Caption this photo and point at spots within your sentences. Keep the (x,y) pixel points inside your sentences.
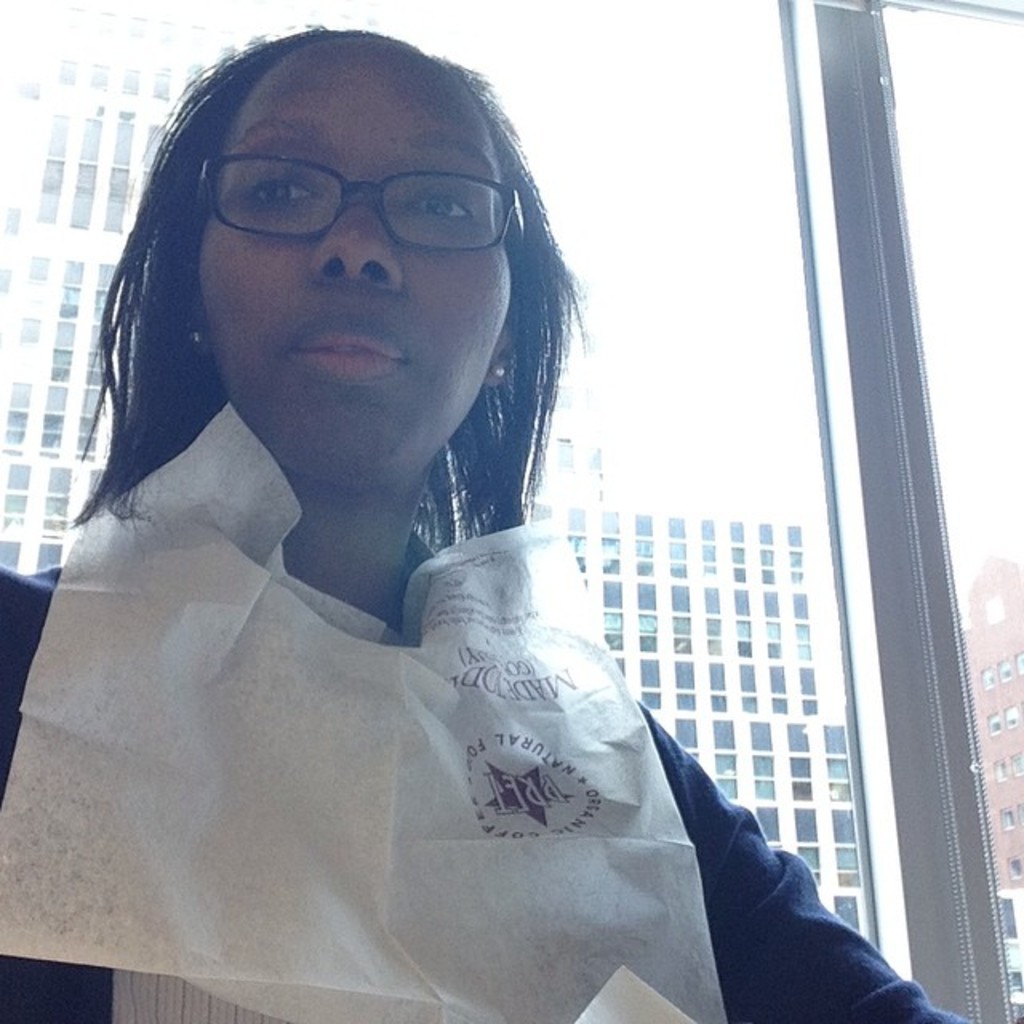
In the center of the image (350,392) there is a woman (339,405). In the background (91,329) we can see window (921,590), buildings (709,562) and sky (679,294).
